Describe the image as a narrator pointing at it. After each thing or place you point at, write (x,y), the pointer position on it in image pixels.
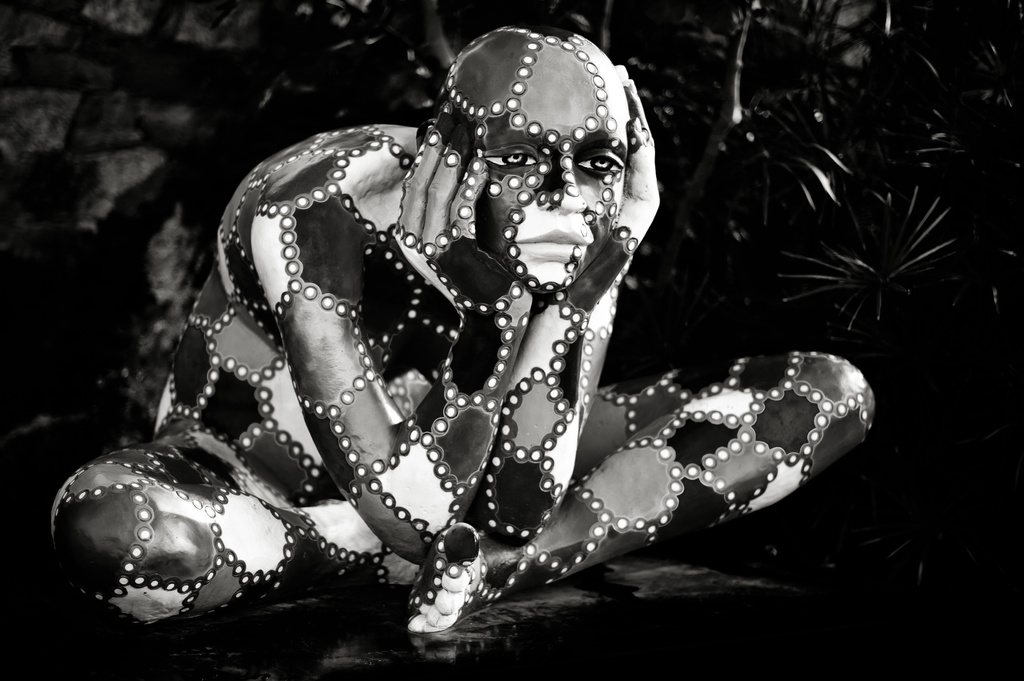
This is the monochrome image. In this picture, we see the person (321,337) is sitting. In the background (713,209), it is black in color.
